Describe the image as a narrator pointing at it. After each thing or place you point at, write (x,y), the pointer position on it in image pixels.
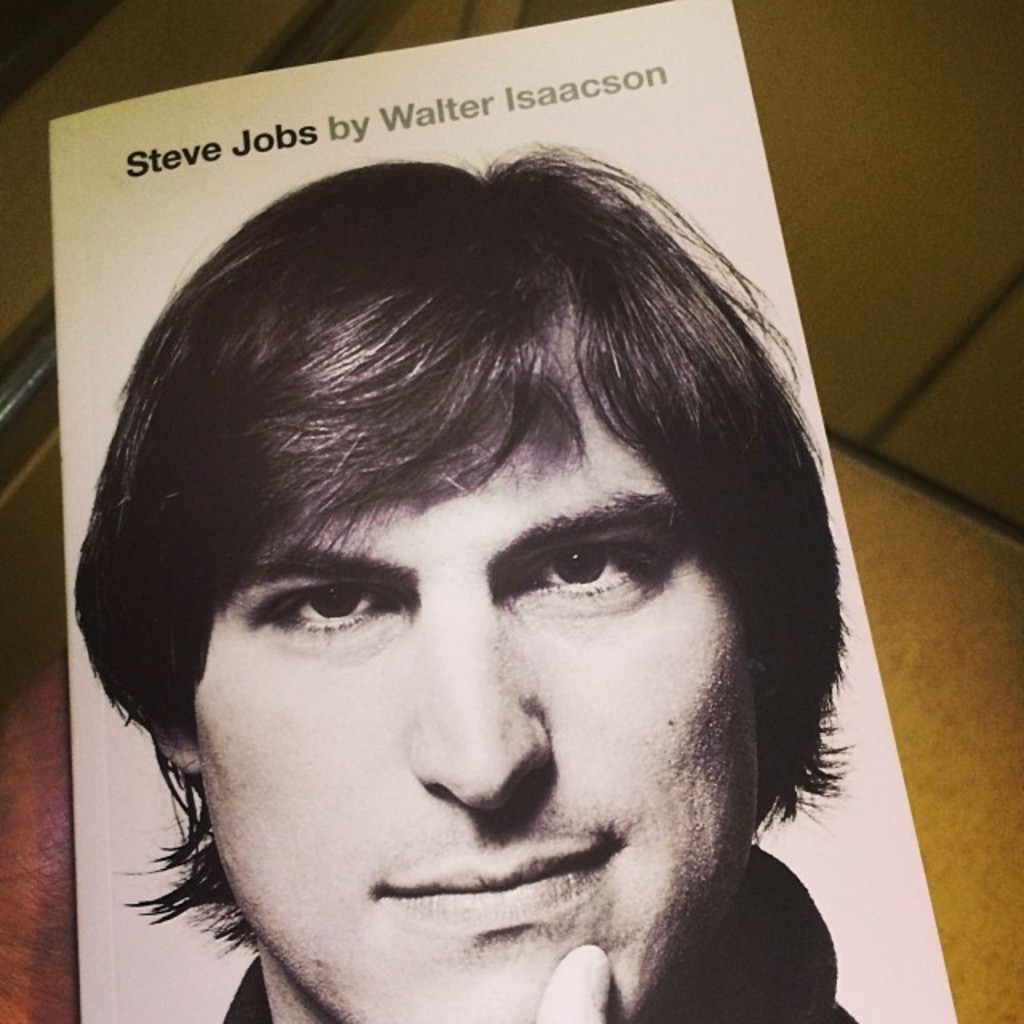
In this image we can see the picture (422,299) of a man (745,948) on the book (456,858).
